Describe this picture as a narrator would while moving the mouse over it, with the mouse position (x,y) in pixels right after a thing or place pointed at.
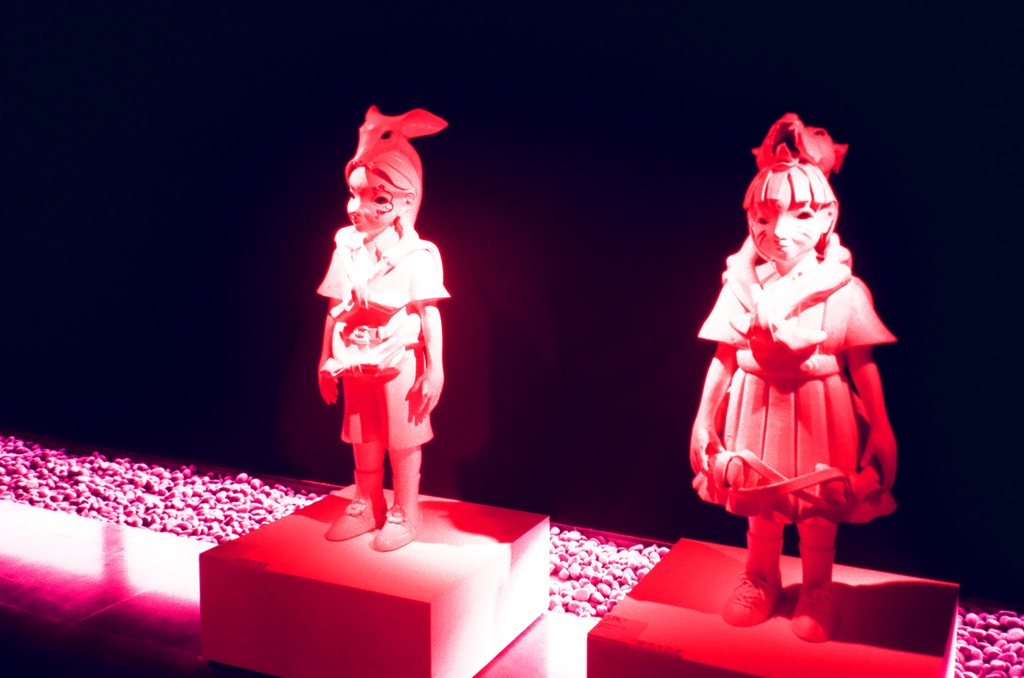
In this image I can see two persons statue (788,186) on the floor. In the background (242,480) I can see stones (203,487) and it is dark in color. This image is taken in a hall (965,383) during night.
